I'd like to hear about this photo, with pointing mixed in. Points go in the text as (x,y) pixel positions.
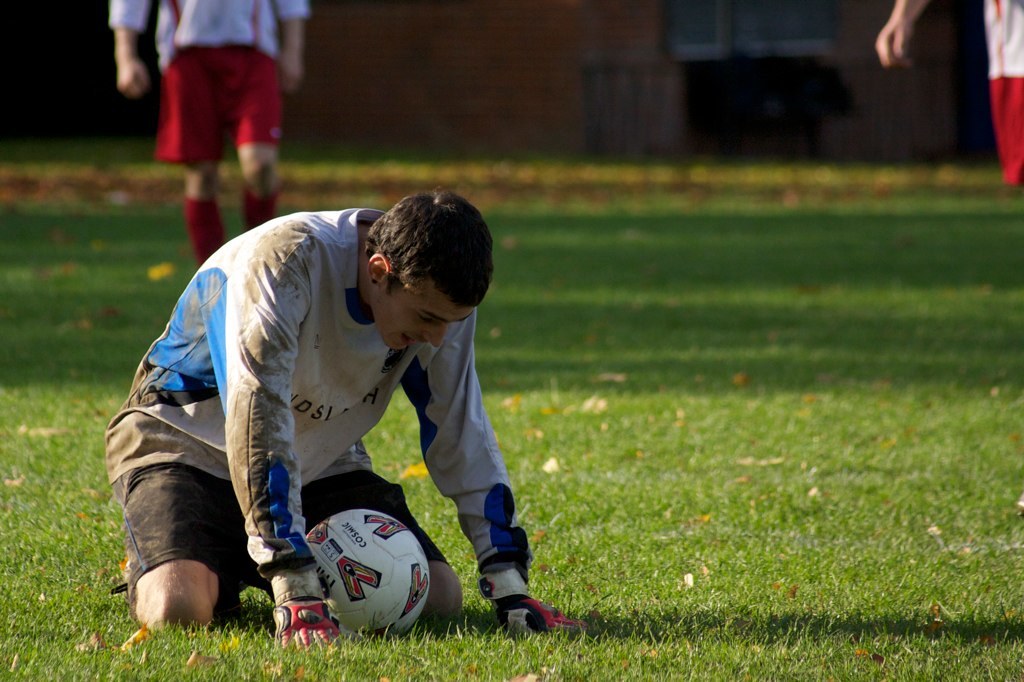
In this image we can see there are people (1012,116). There is a ball (405,565) and grass (637,588).
